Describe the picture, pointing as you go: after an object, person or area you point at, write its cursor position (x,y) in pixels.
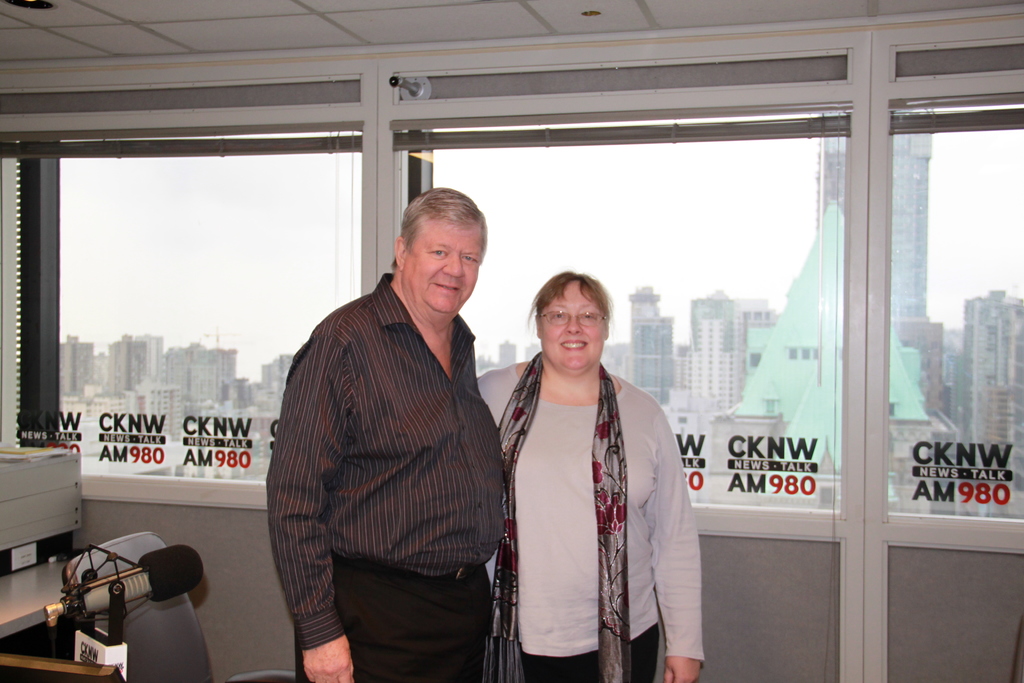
In the picture we can see a man (311,465) and a woman (689,682) standing together and they are smiling and behind them we can see a glass windows (88,313) from it we can see buildings (745,359) and sky (676,284).
